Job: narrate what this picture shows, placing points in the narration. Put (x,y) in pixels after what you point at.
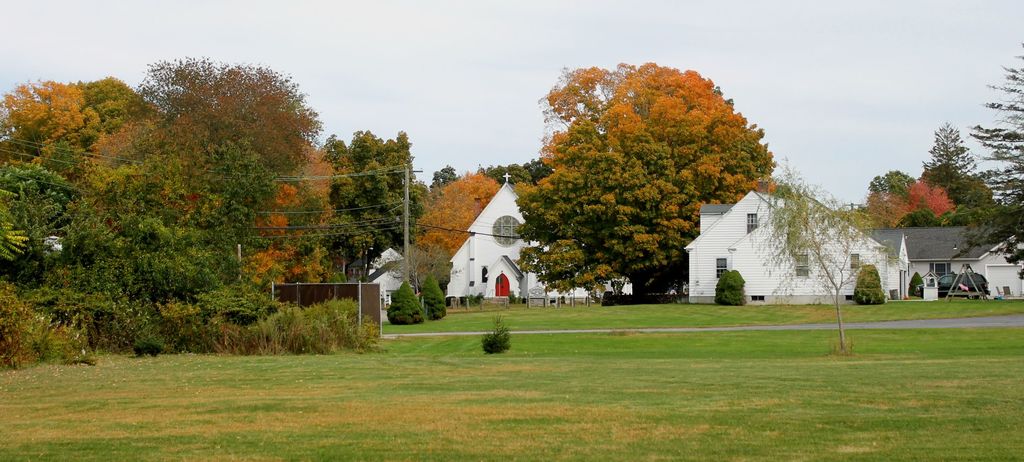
In this image there is the ground (744,370). There is grass (554,347) on the ground (744,338). In the center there is a path (443,333). In the background (741,248) there are houses (762,256) and a cathedral (474,266). There are trees (177,167), plants (857,297) and poles (406,174) in the image. There is a vehicle (957,288) parked in front of the house (996,285). At the top (487,55) there is the sky (433,59).
